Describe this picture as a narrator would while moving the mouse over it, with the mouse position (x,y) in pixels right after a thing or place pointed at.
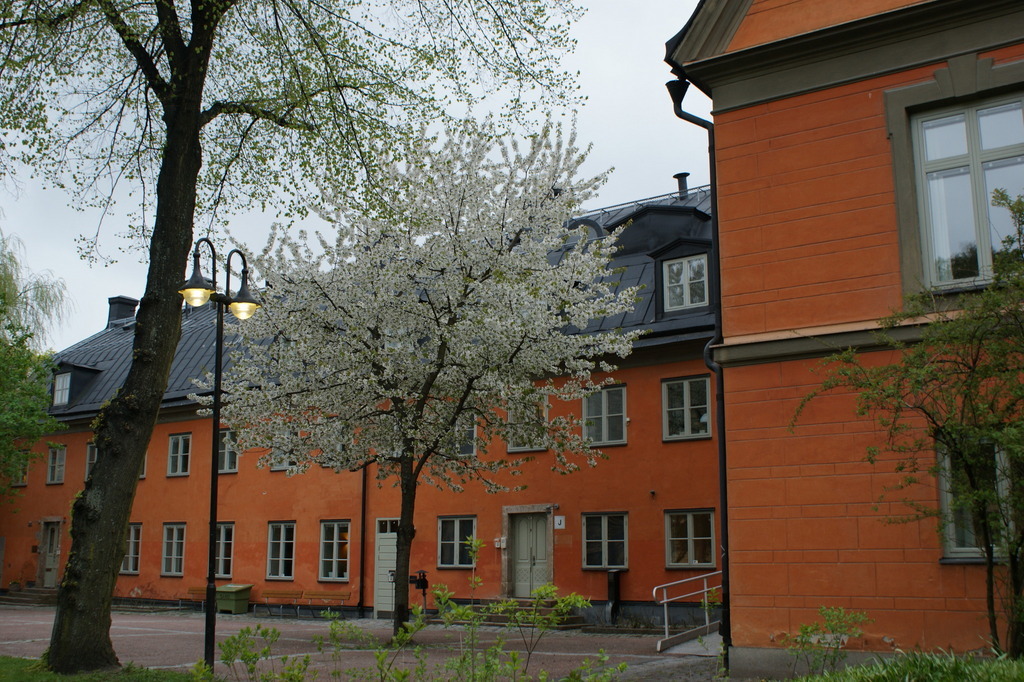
In the background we can see the sky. In this picture we can see buildings (655,459), windows (228,473), trees (112,189), plants (1001,663), poles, lights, railing (697,577) and objects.
